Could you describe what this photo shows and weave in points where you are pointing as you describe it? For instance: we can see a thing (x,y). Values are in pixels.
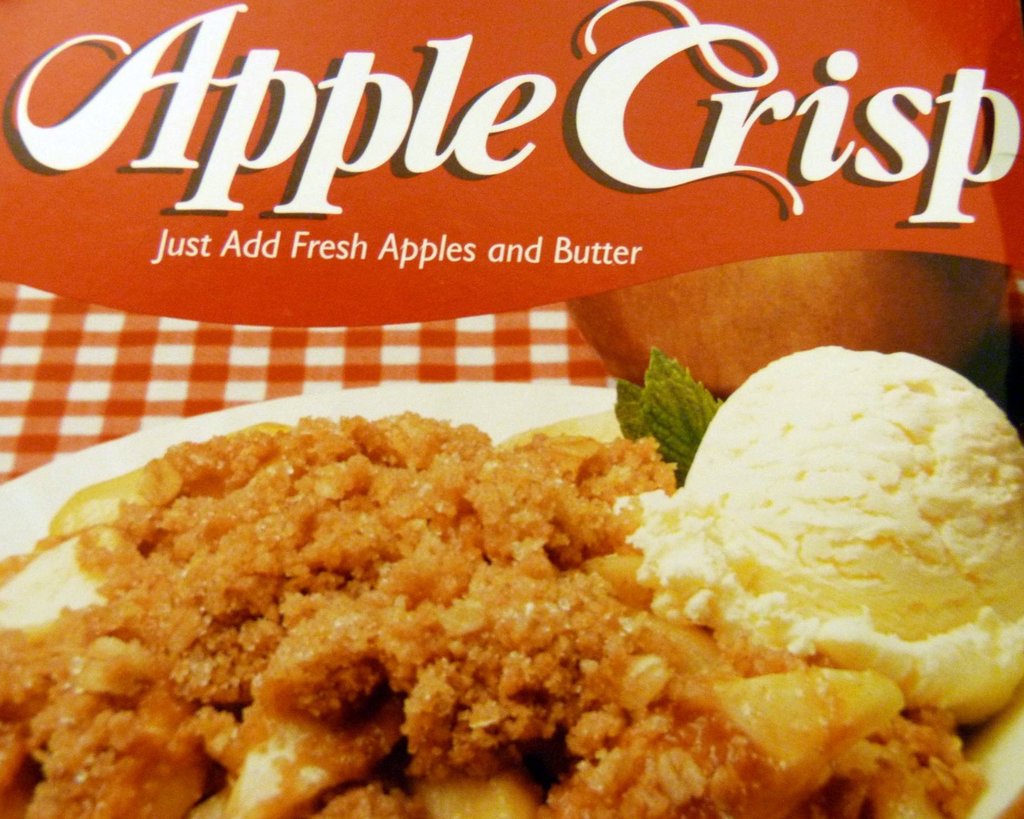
The picture looks like a poster. In the picture we can see food items (474,506) and text (407,143).
